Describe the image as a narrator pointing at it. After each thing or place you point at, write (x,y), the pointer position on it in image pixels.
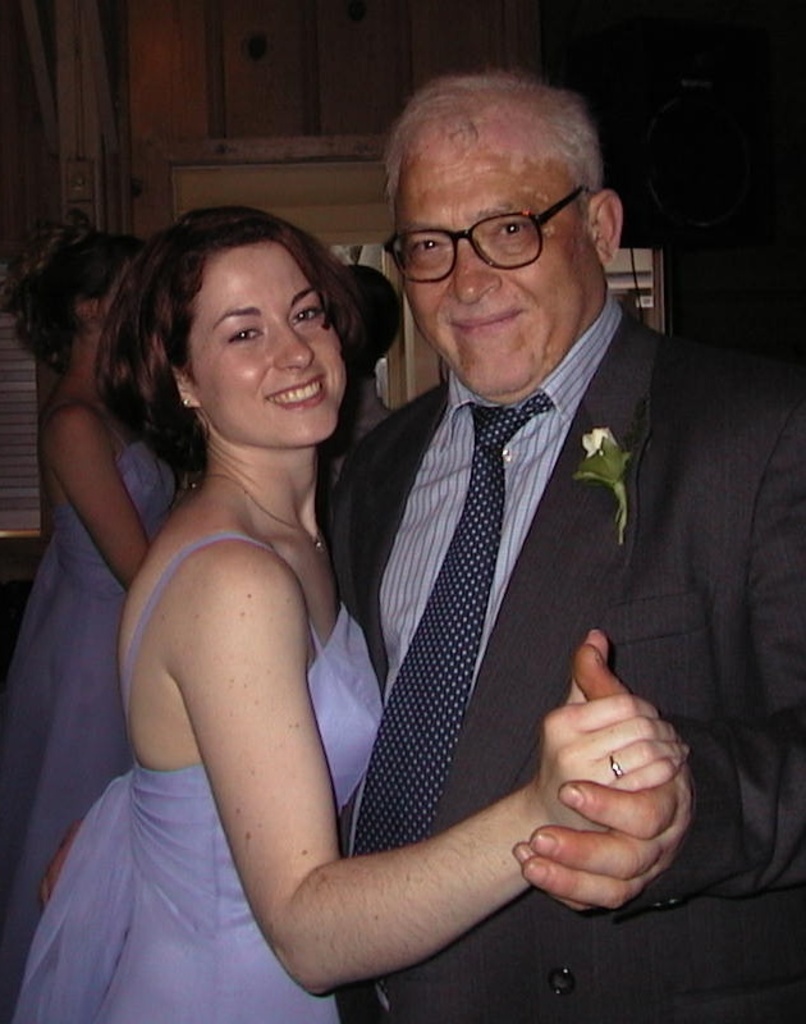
In this picture there is a man (536,535) who is wearing suit (558,690). Beside him there is a woman (302,756) who is wearing a dress (254,940) and locket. Both of them are smiling. In the back (352,419) I can see the couple (352,419) who are dancing. Beside them I can see the window (267,204) and door (418,382).
